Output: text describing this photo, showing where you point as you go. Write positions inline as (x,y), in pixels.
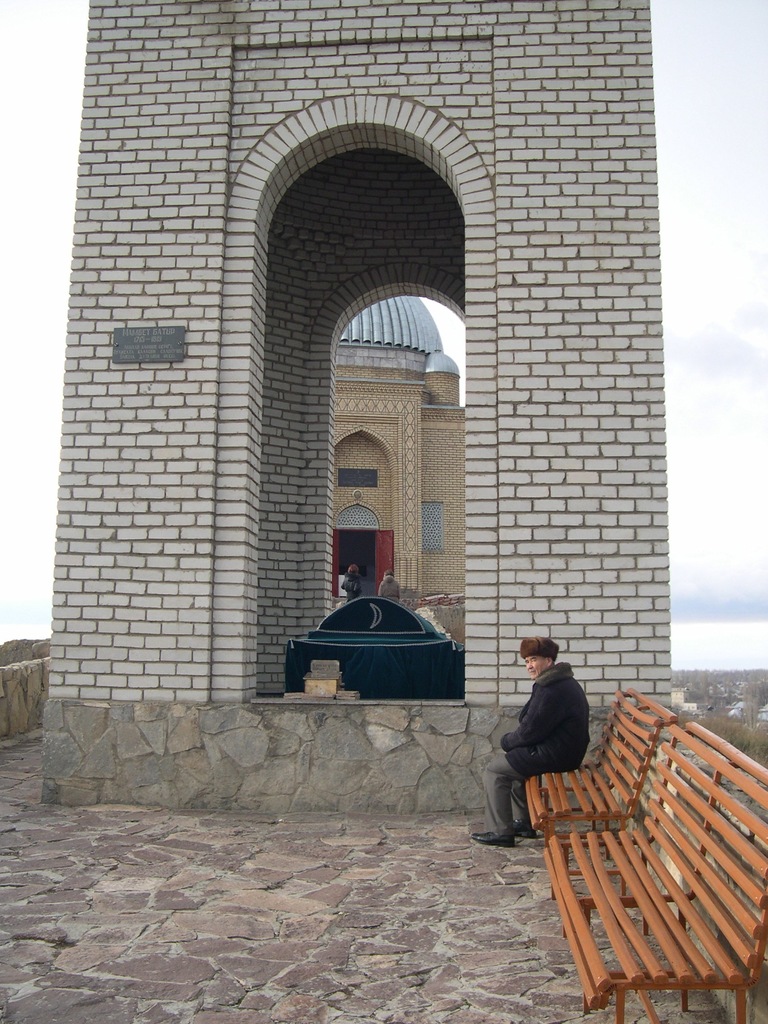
In this picture there is a person (557,723) sitting on a brown bench (596,763) and there is a building (356,410) in the background (454,368).
